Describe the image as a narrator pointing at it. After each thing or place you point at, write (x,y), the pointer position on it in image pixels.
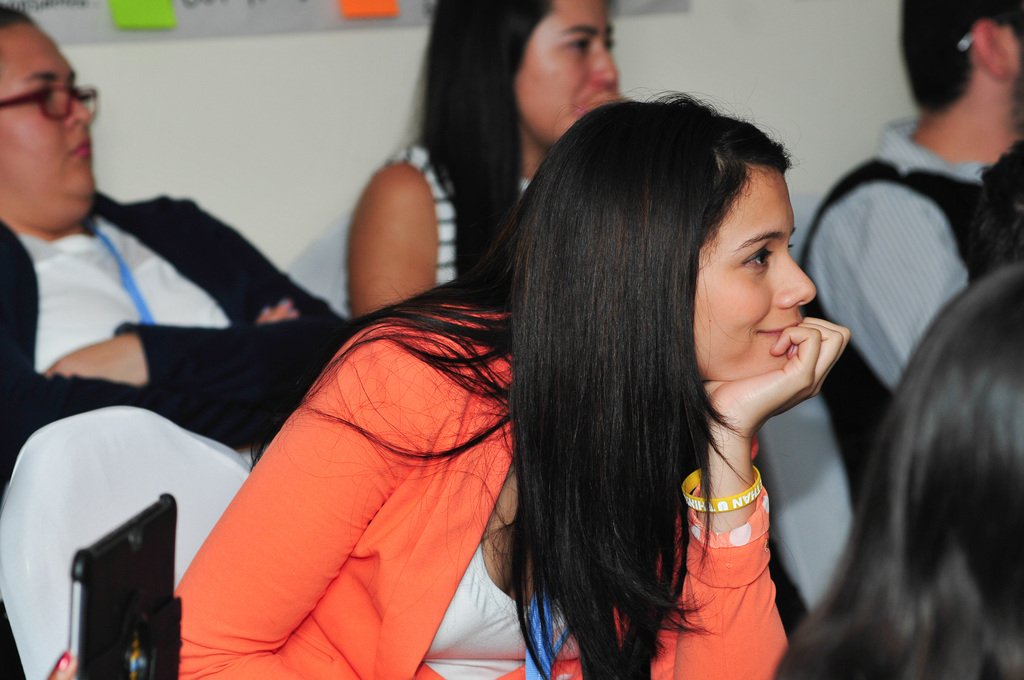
In the center of the image (537,279) we can see some persons (452,378) are sitting on a chair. At the bottom left corner (150,613) a person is holding a tab (160,600). At the top of the image (378,119) we can see wall (282,124), board (296,26), papers (384,7) are there.
